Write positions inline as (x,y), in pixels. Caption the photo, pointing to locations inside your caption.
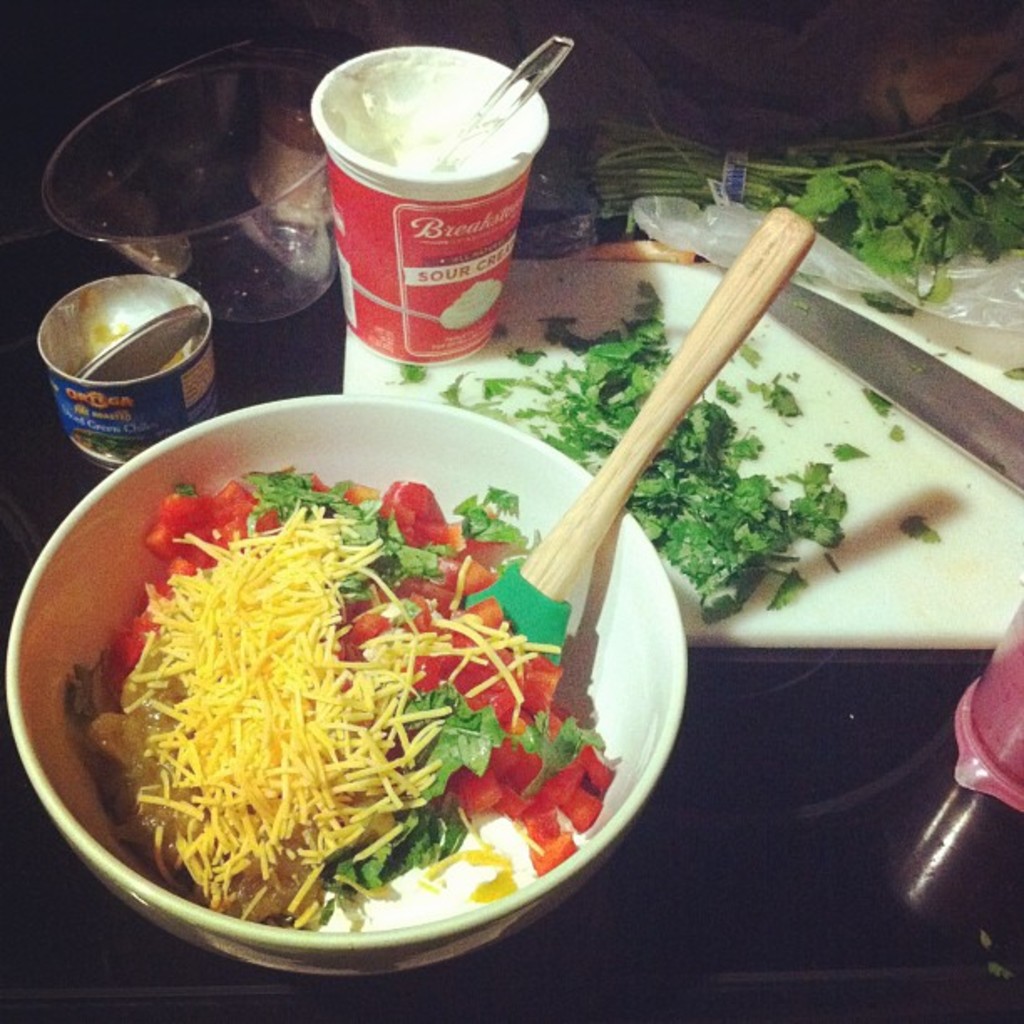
In this image I can see food (203,729) which is in yellow, red and green color in the bowl (408,934) and the bowl (563,871) is in white color. Background (952,612) I can see two cups (477,157) and a chopping board (849,611) on the table (789,818) and the table (769,869) is in black color.
